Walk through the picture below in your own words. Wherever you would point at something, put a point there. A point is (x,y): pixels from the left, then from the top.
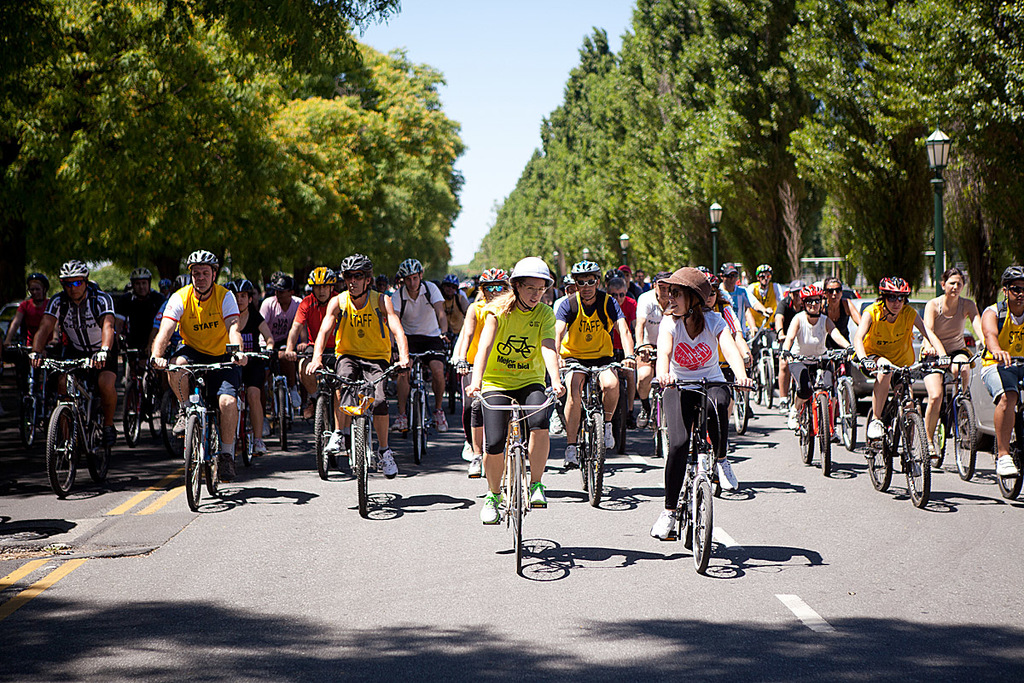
In this picture there are group of people (532,337) riding bicycles (766,401) on the road (752,398). At the back (556,132) there are trees (663,188) and street lights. At the top (540,142) there is sky (551,42). At the bottom (411,598) there is a road (351,568).
